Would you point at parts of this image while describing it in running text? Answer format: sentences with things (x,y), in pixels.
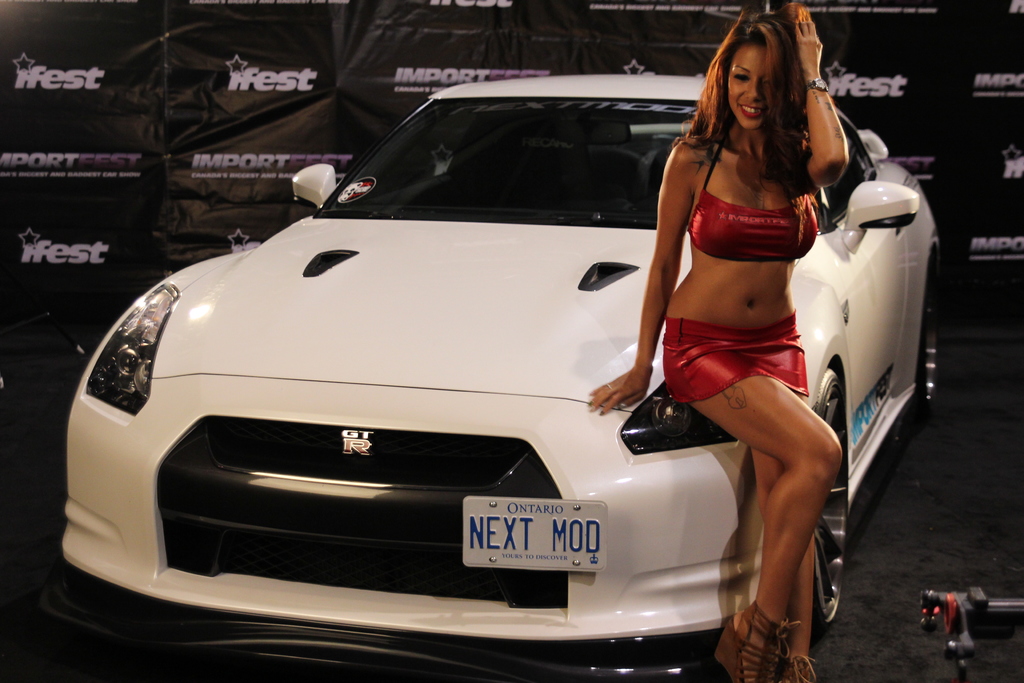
In this image we can see a woman (801,408) standing beside a car (844,499) which is placed on the ground (514,682). On the backside (70,141) we can see a banner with some text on it. On the bottom right (971,614) we can see an object (930,630).
